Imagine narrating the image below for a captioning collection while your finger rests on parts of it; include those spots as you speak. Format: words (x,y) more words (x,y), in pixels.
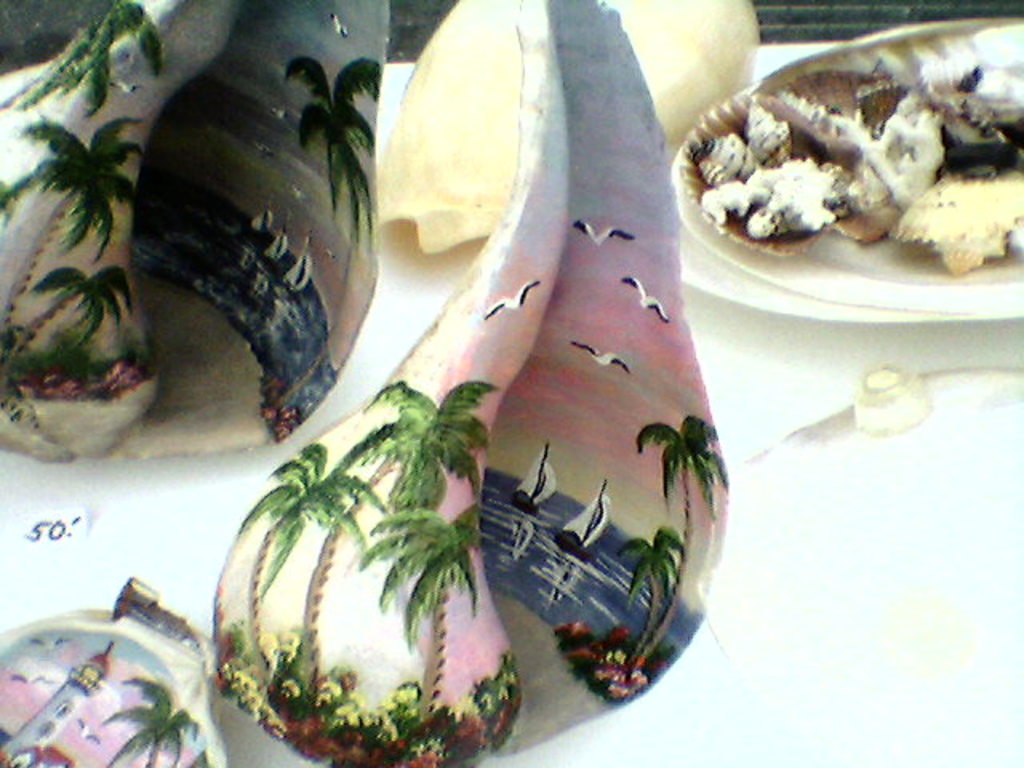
In this image we can see paintings (307,210) on the shells (511,414) on the white color surface (669,763).
